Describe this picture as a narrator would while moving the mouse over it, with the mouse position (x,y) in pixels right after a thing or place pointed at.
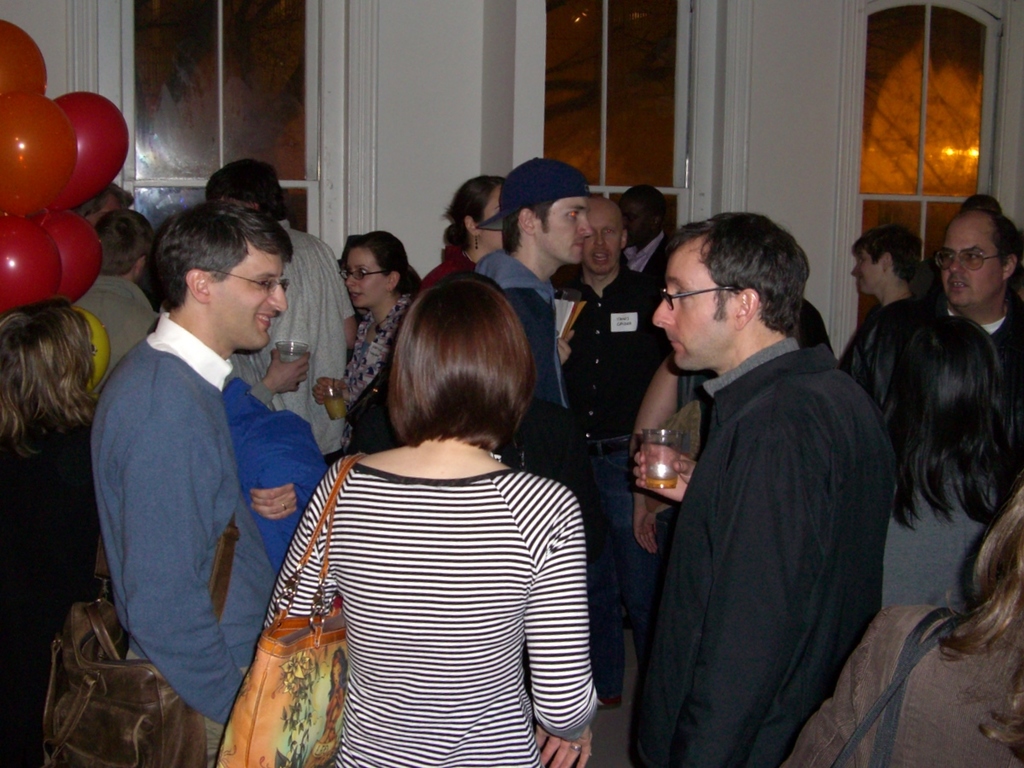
In this image, we can see some people (959,453) standing, at the left side (17,260) there are some balloons (66,174), in the background (714,40) there is a white color wall (438,89) and there are some windows (128,54).
